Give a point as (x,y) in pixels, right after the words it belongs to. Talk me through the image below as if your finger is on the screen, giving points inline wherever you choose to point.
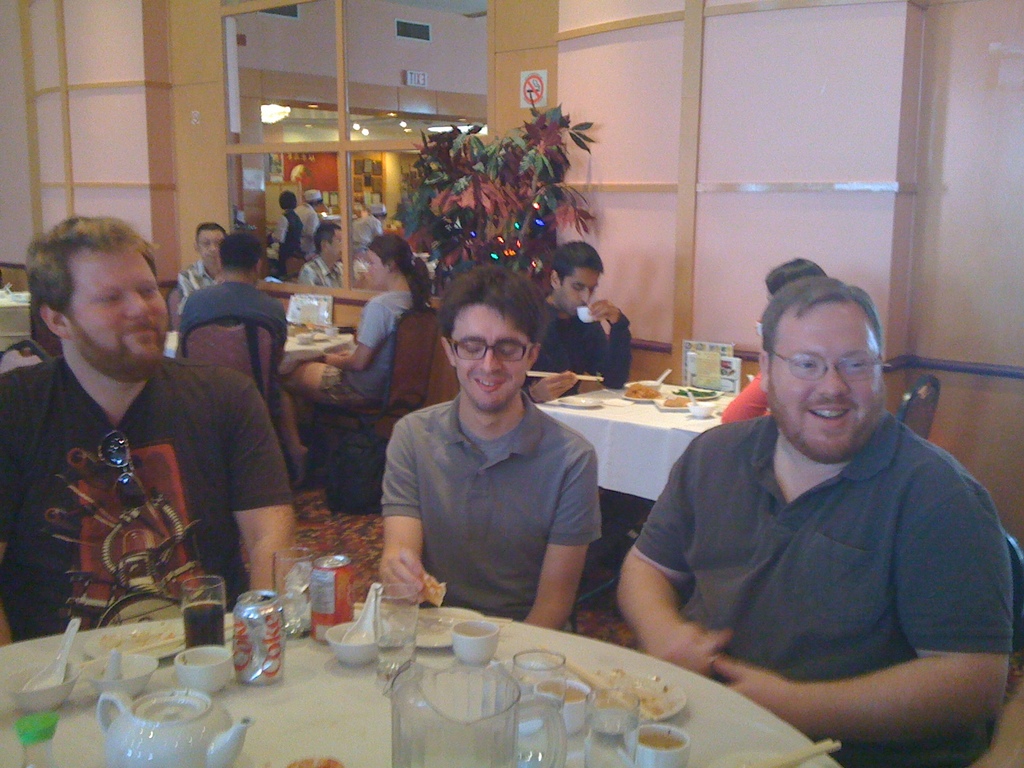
In this picture there are some people (396,433) sitting on the chairs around the table (166,680) on which there are some things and beside there is a plant (488,216).
